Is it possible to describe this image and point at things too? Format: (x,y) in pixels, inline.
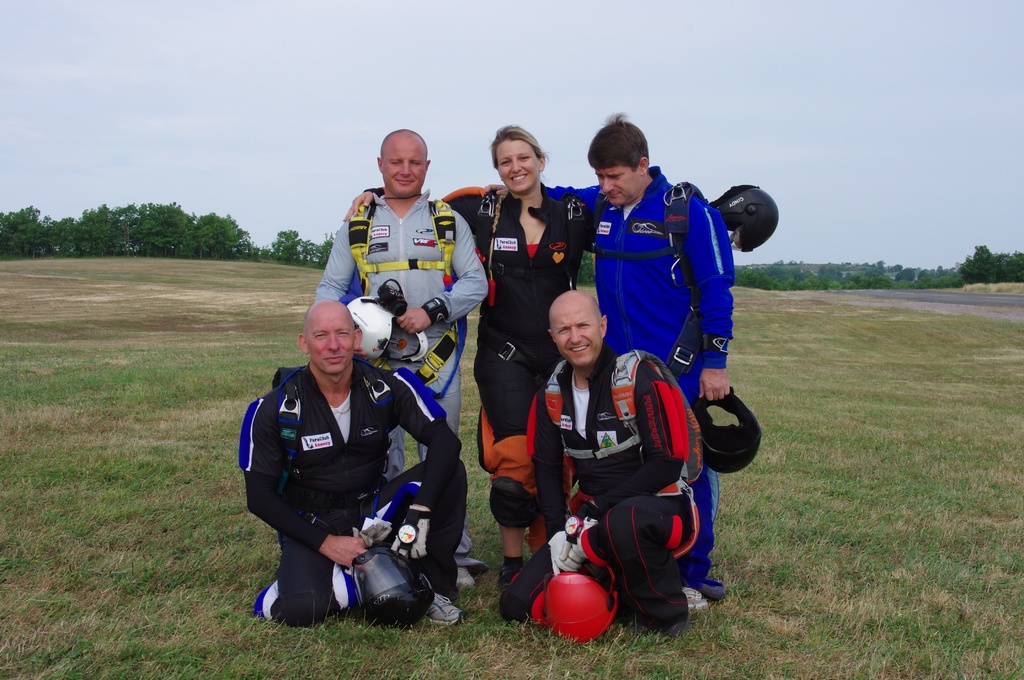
In this picture there are two men (433,567) who are sitting on the ground (495,595) and holding a helmet (602,610). There are other men (606,264) who are standing and holding a helmet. There is a woman (549,244) who is standing. There is a grass (118,486) on the ground (108,318). There are some trees (150,226) at the background (109,232).
